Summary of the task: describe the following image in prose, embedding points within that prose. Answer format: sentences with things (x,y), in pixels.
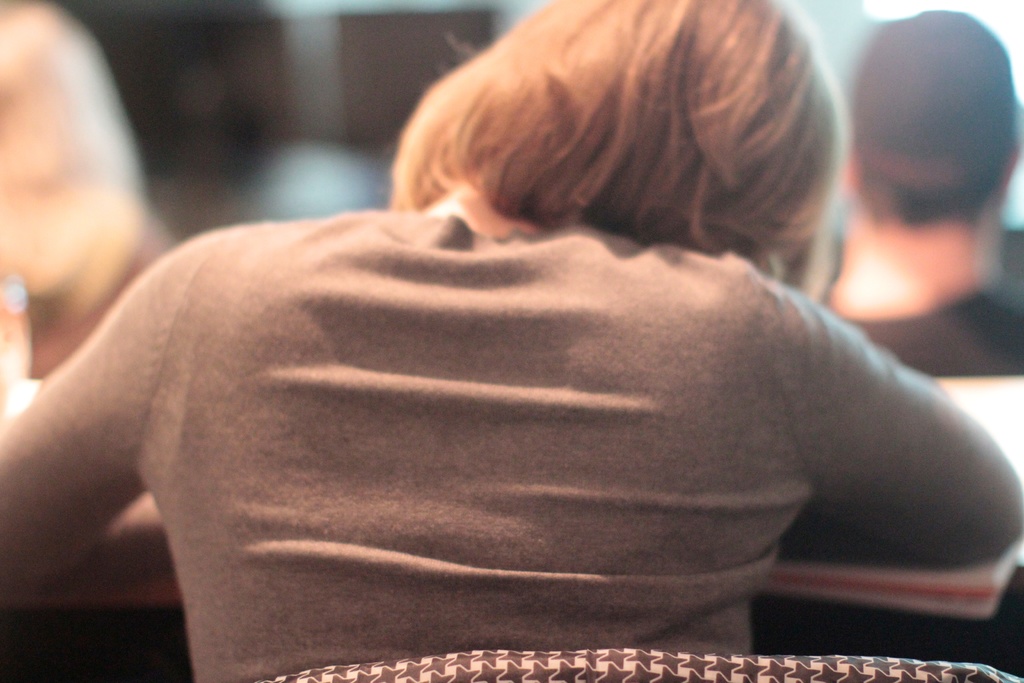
Here I can see a person (399,554) sitting on a chair (506,673) facing towards the back side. In front of this person (682,524) there is a table (927,632) on which a book (936,586) is placed. The background (248,114) is blurred. On the right (964,197) and left side of the image (95,149) I can see two persons (97,109).
